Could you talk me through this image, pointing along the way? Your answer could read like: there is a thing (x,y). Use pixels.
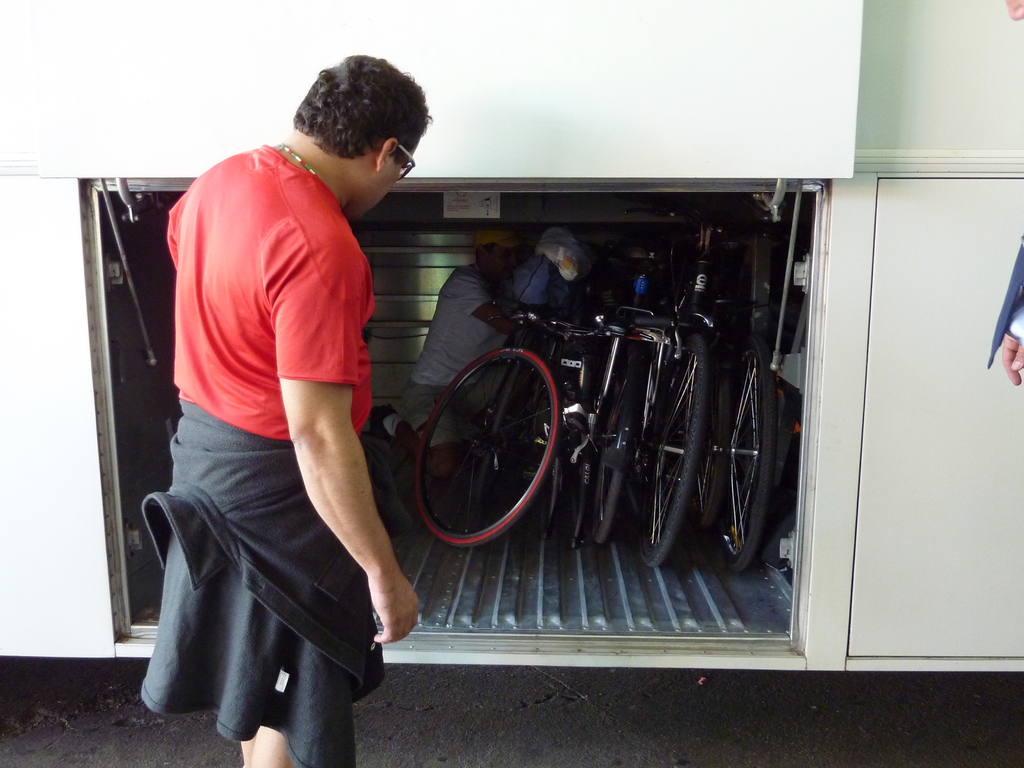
In this image there are two persons (171,626), and there are bicycles (588,394) and a person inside a vehicle trunk (654,120).
